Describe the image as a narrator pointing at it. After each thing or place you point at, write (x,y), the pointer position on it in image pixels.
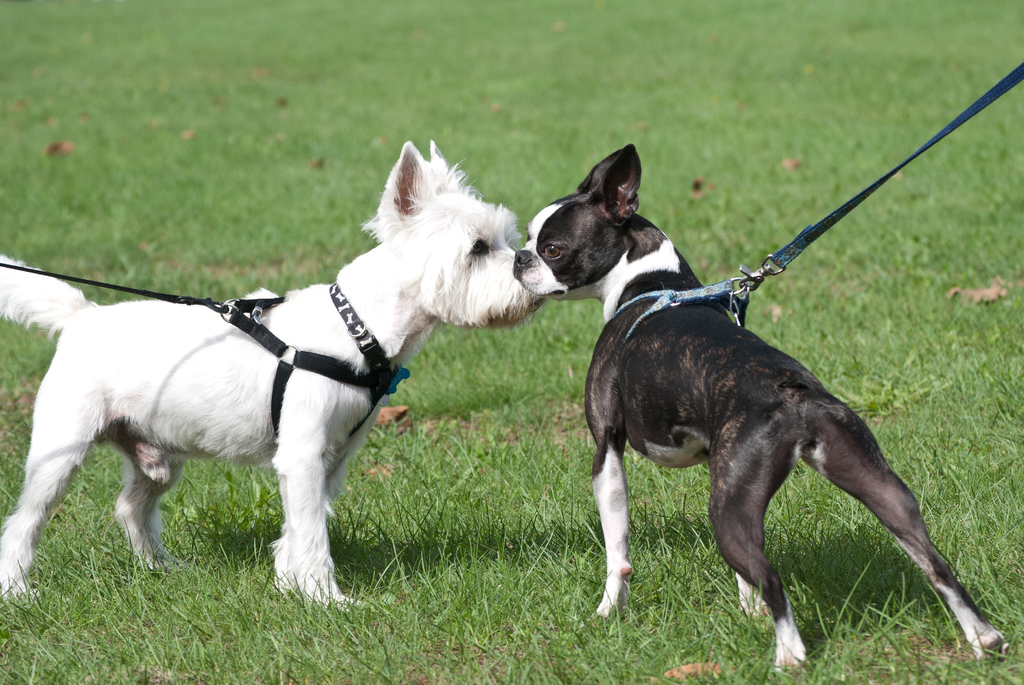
In this image there are dogs (787,382) standing on the ground (448,567). There are dog belts (675,296) around them. There is a leash (211,306) attached to the dog belt (264,306). There is the grass (171,154) on the ground (193,164).
